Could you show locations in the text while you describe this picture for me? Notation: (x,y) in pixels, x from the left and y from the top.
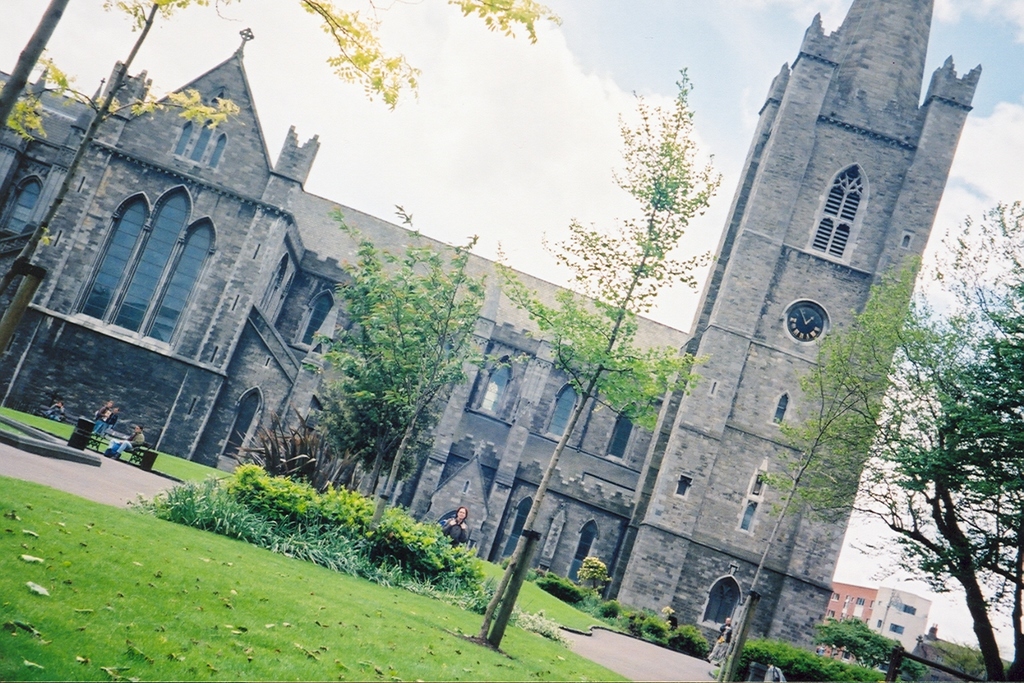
In this image there is the sky (499,124) towards the top of the image (551,108), there are clouds (499,78) in the sky (480,90), there is a building (171,221), there are plants (383,518), there are trees (388,354), there is grass (282,628) towards the bottom of the image (328,645), there is a man (127,442) sitting on the bench (139,450), there are persons (461,527) standing, there is an object (898,659) towards the bottom of the image (779,682).
